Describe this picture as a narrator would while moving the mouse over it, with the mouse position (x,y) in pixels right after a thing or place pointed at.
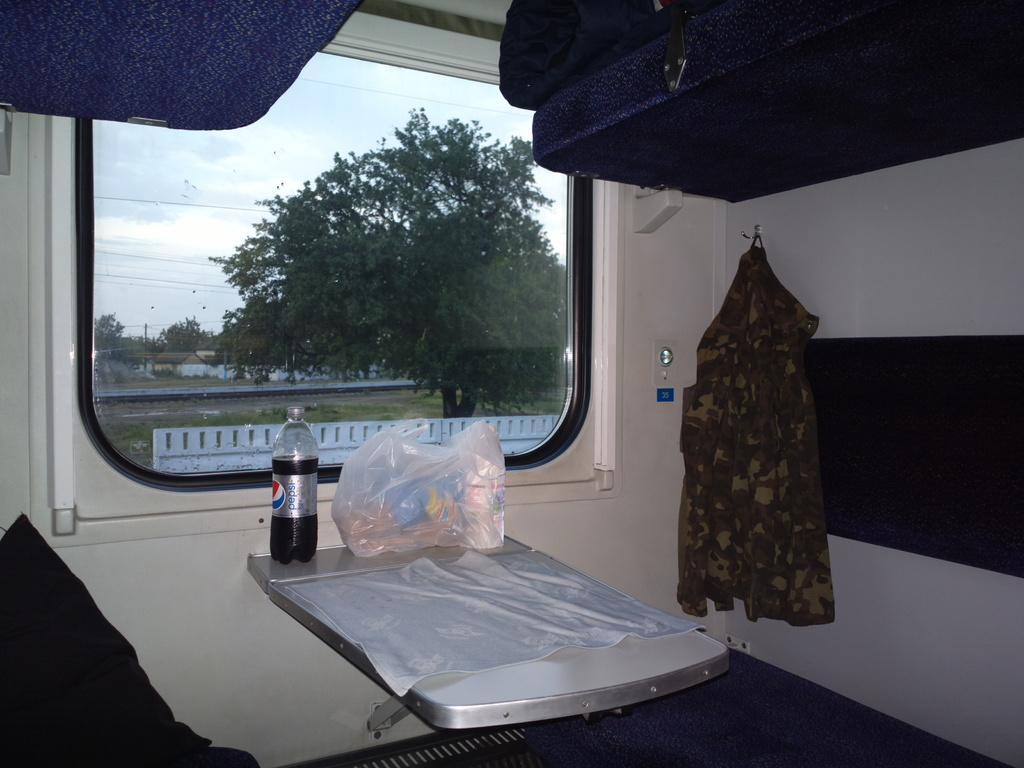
The image is taken inside a train (964,613). In the center of the picture (410,510) there is a table (488,549), on the table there are cover (432,495), tissue (448,602) and bottle (292,442). On the left (171,45) there are seats (111,739). On the right (759,683) there are seats (799,723) and a coat (758,406). In the center of the picture (373,299) there is a window (385,344), outside the window (319,365) we can see trees (349,361), roads (186,396), sky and other objects (268,459).
